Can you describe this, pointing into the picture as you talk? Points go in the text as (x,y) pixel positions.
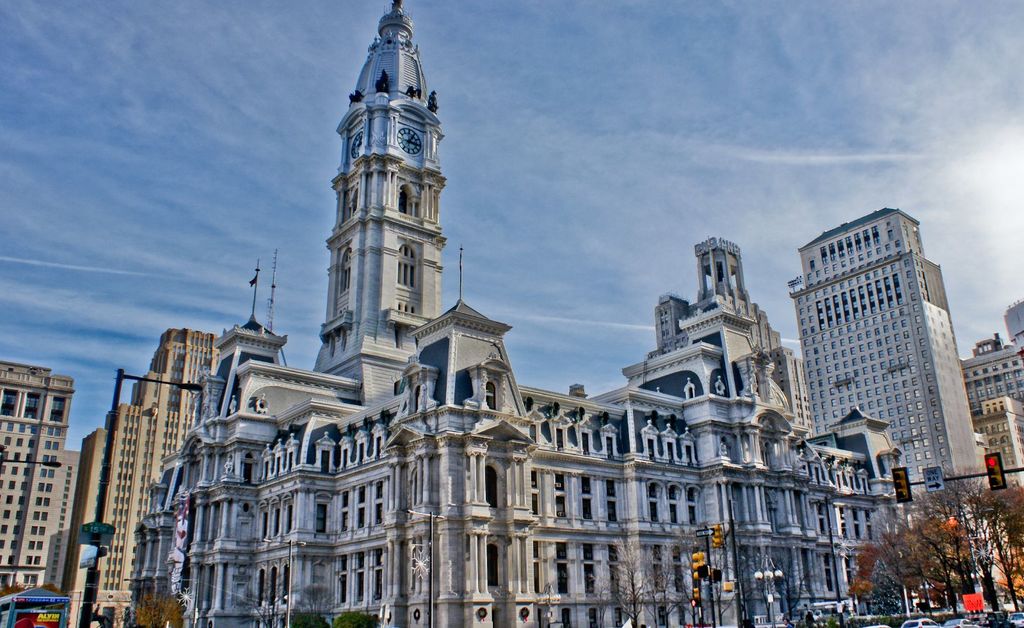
In this picture I can see some buildings (491,460), trees (788,587), vehicles (1023,619).
